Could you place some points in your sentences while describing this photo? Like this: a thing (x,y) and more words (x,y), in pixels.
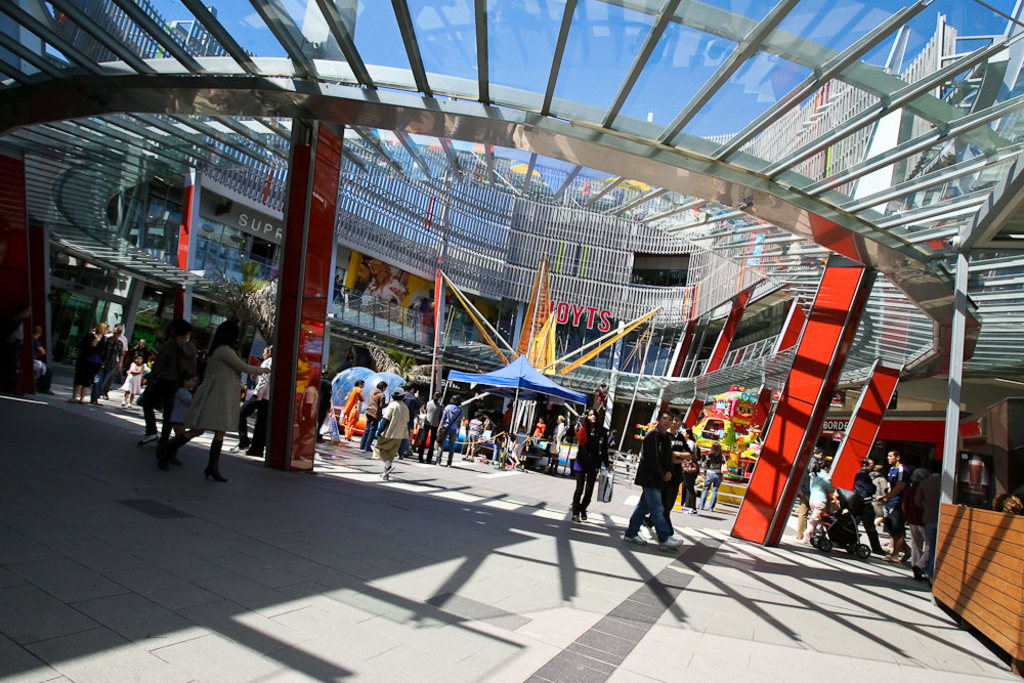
In this picture, we see people (406,409) walking. In the middle of the picture (532,394), we see people (520,452) sitting under the blue tent (467,382) and beside that, there are water balls (379,380). Beside that, we see many games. In the background (567,265), we see a big building (597,224). This picture might be clicked in the mall (573,596). In the right bottom of the picture (952,588), we see a table (947,567) and at the top of the picture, we see the sky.
